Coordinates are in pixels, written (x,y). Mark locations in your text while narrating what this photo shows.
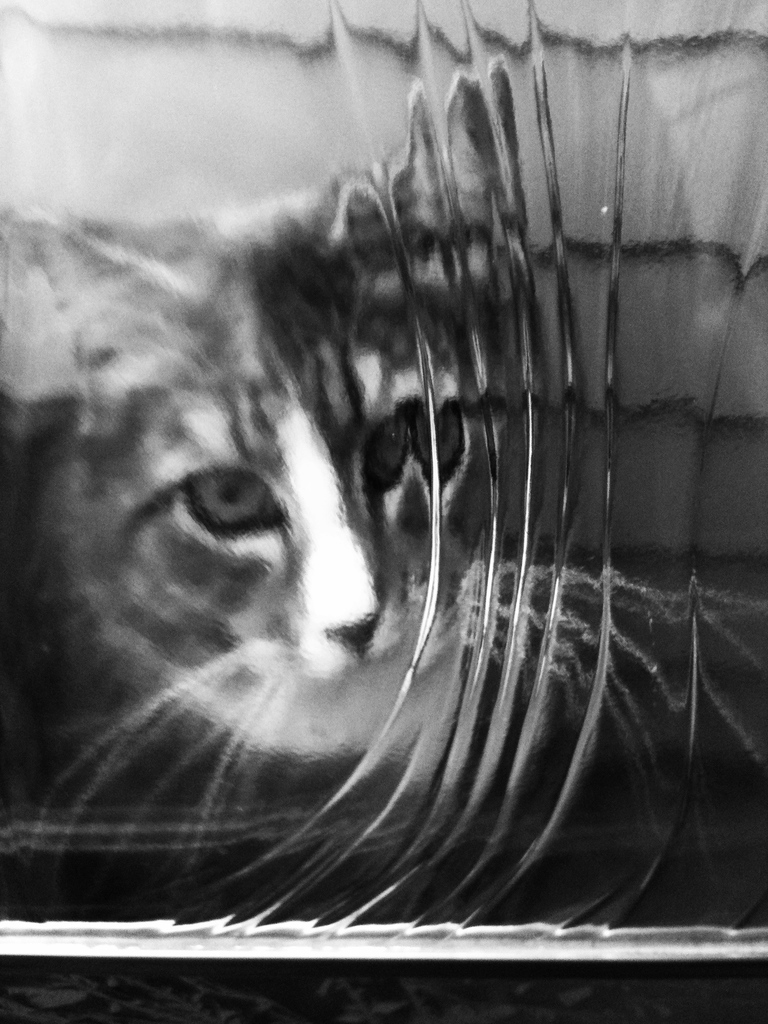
This picture is a black and white image. In this image we can see one object (8,462) looks like a mirror (687,48). In this mirror (20,194), we can see the reflection (199,688) of a cat (161,655) and the bottom of the image (718,971) is dark.
